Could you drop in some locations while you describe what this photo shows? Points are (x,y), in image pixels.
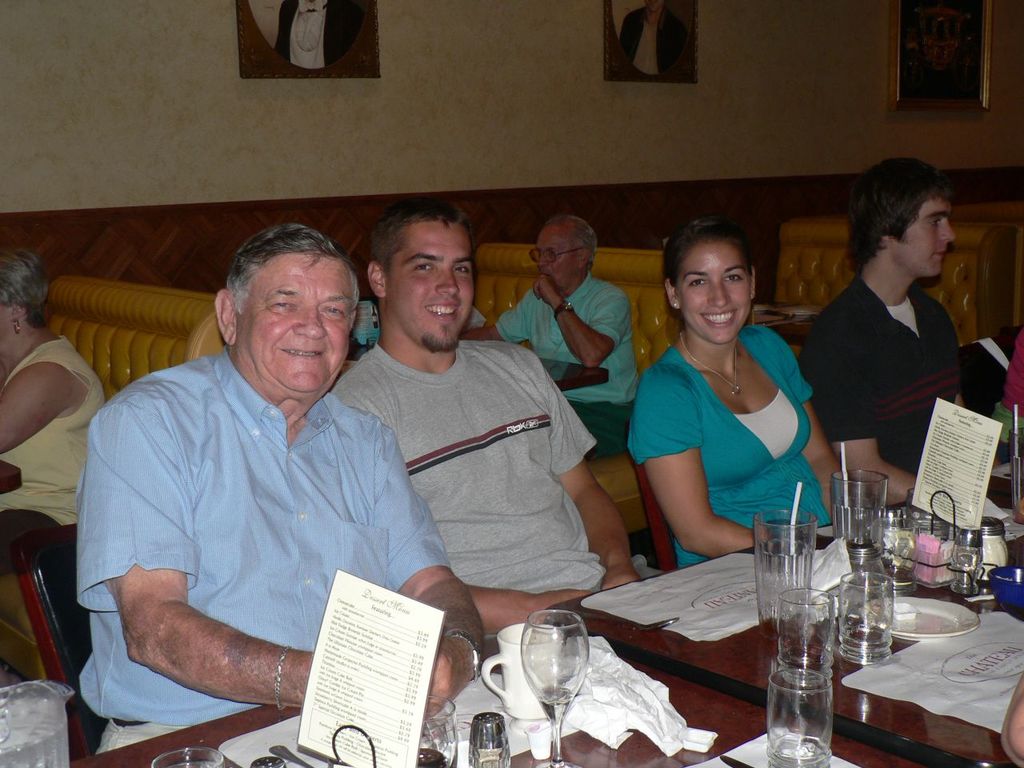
In this picture we can see a group of people (195,647) where some are sitting on chairs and some are sitting on sofas (833,269) and in front of them on tables (750,740) we can see glasses (775,616), cup (522,670), tissue paper (601,679), jars (907,521), plate (947,618) and in the background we can see frames (911,94) on the wall (706,39).
